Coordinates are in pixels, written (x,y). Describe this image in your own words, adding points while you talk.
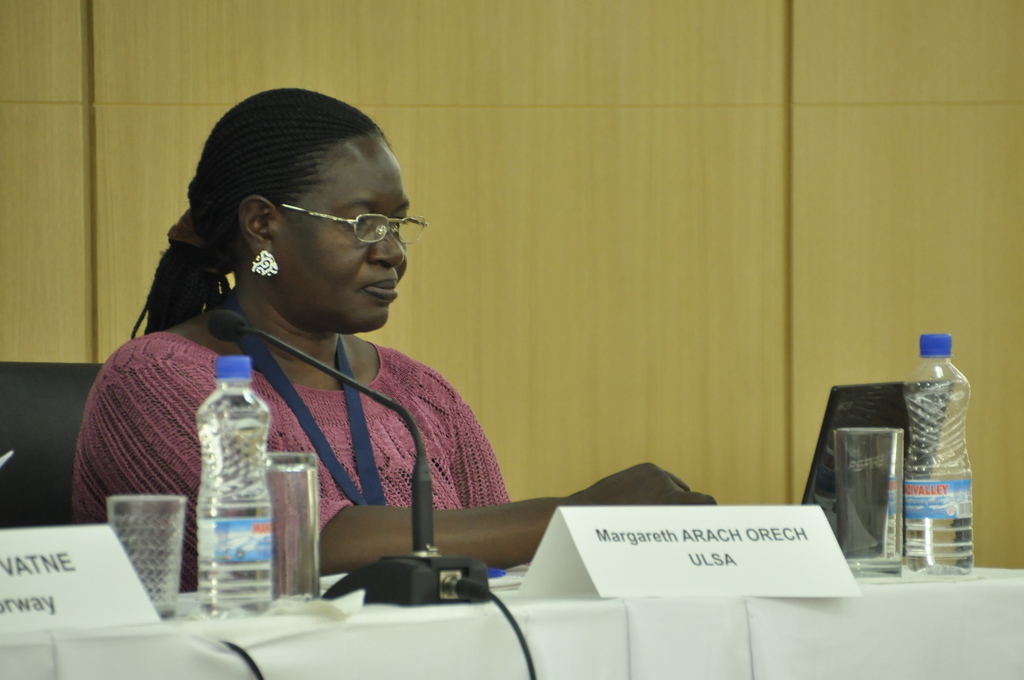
In this picture we can see a lady (353,374) in pink dress (196,387) sitting on the chair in front of the table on which there is a name plate (793,541), glass (893,524), bottle (937,504) and a mic (433,568).
